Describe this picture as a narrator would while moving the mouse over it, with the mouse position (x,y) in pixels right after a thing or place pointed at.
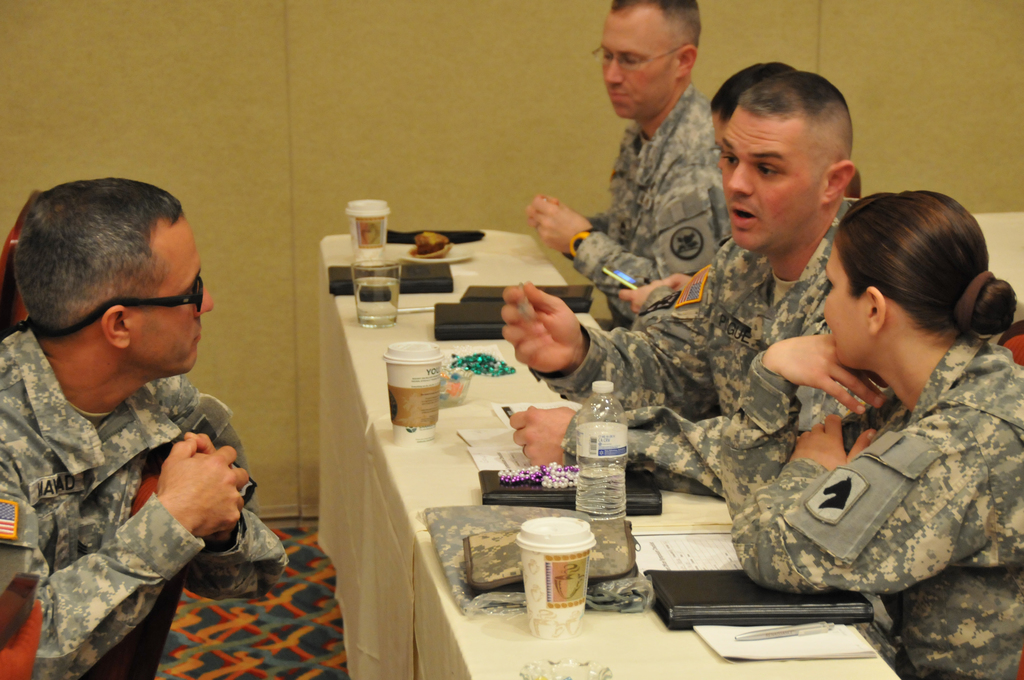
In this image I can see the group of people (193,473) with military uniforms (626,356). I can see these people (705,240) are sitting in-front of the table (413,577). On the table (576,646) I can see the bottle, glass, cups (394,423), papers (490,461) and some objects (512,580). And there is a yellow color wall (273,152) in the back (268,245).
